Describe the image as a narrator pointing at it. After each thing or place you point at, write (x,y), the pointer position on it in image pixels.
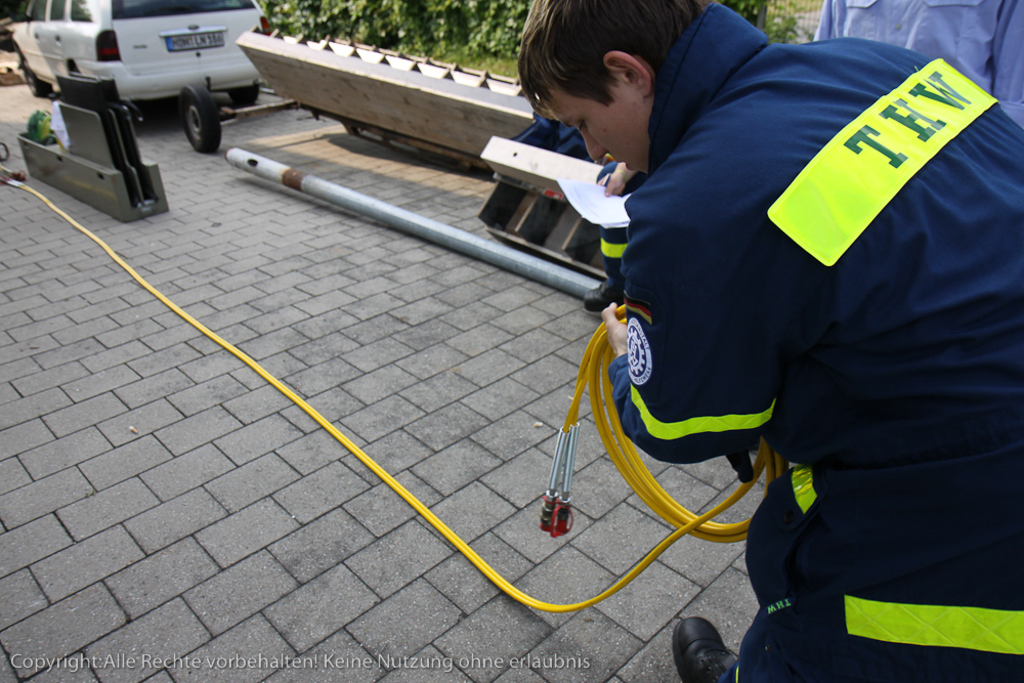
In this image we can see three people (718,193), among them, two are holding the objects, there are plants (405,43), pole (342,200), vehicle (134,62) and some other objects (105,87), at the bottom of the image (266,659) we can see the text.
